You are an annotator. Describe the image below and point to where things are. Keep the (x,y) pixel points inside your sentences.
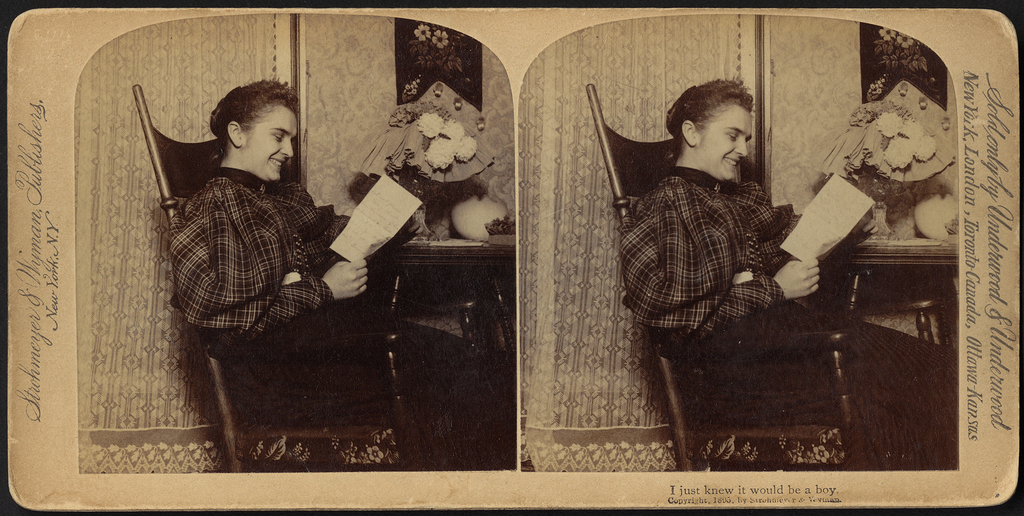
In this image we can see a collage of a picture in which we can see a woman (263,260) sitting in a chair (400,441) holding a paper (364,242) in her hand (347,263), In the background (449,123), we can see flowers (429,121) placed on a table (454,238).
